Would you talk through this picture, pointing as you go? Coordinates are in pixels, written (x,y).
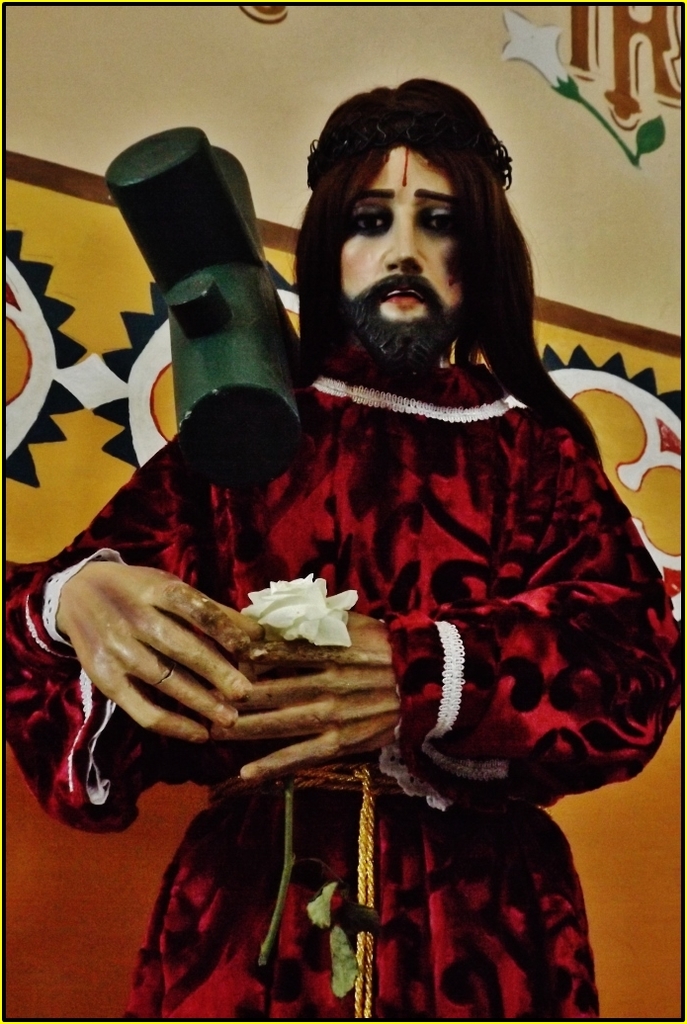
In this image we can see statue (411,729) of a person (446,715) holding a flower (287,594) with stem (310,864). Also there is a cross (187,398) on the shoulder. In the back (526,41) there is a wall (26,291) with painting (6,350).
